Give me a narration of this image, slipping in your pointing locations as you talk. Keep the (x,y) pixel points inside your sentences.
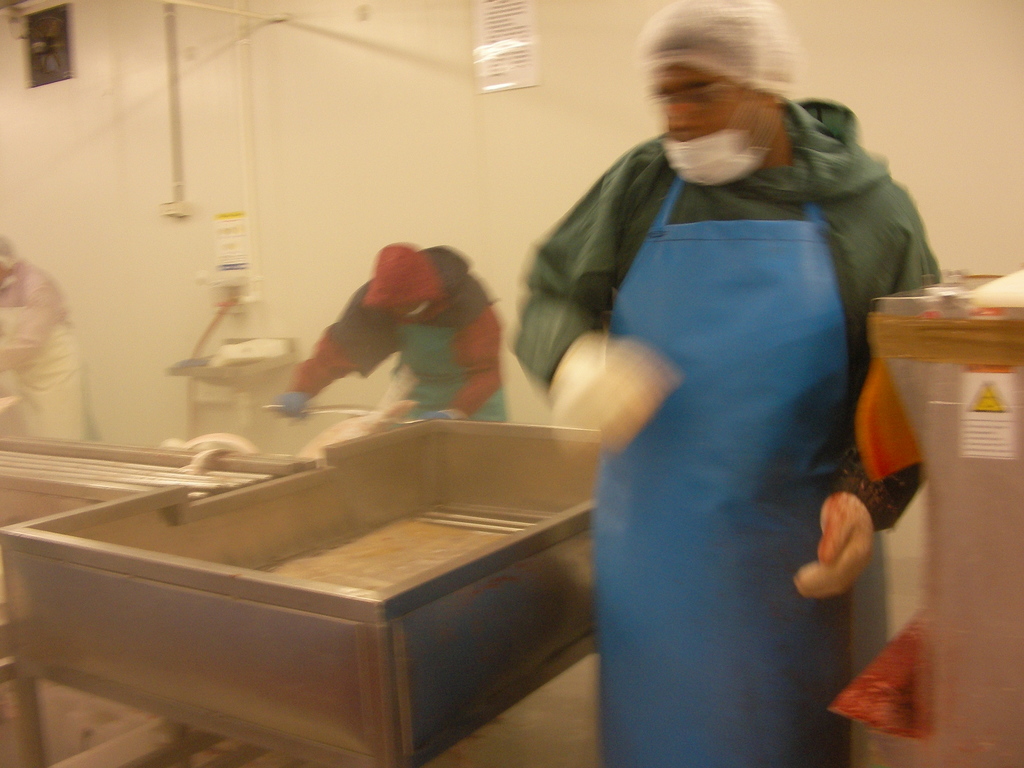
In this image I can see two persons (453,360) are standing, I can see they are wearing jackets (527,324), gloves (626,385), masks (708,170) and caps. I can also see few equipment (381,548) and in background (68,386) I can see one more person (11,377) and a white colour paper (517,88) on this wall (483,123). I can see something is written on this paper (519,79) and I can see this image is little bit blurry.
